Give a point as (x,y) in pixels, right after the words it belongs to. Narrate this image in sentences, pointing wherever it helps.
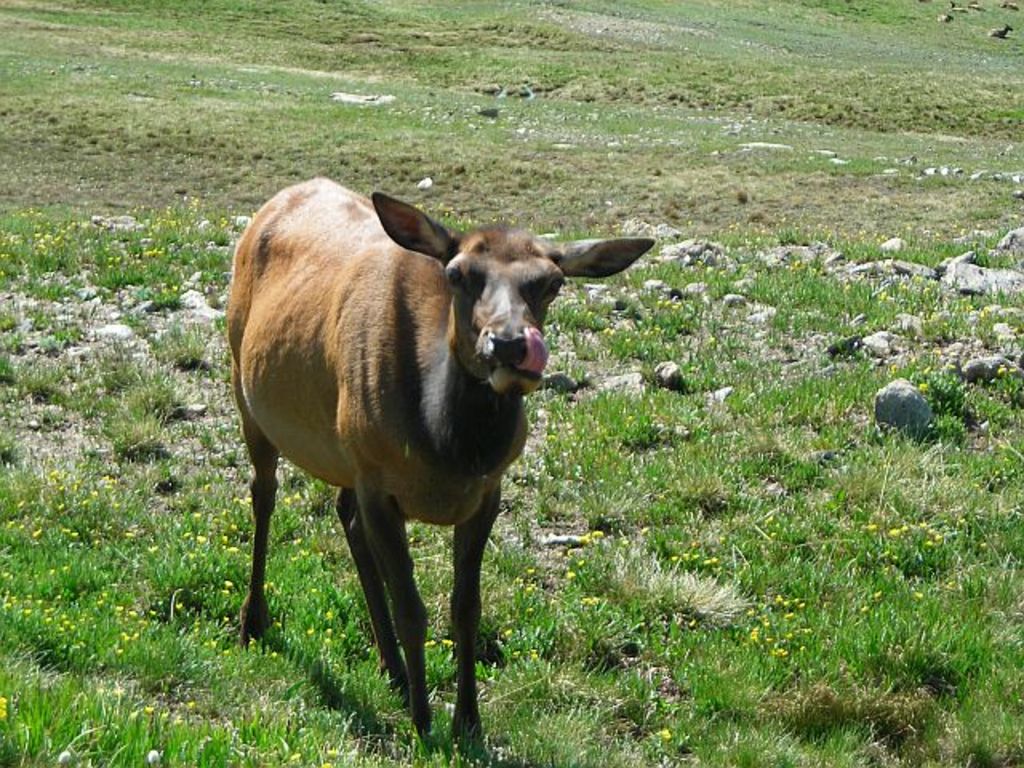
In this image, in the foreground (580,641) there is an animal (404,576) and this animal (355,547) is surrounded by grass (115,482) and small rocks (880,360).
